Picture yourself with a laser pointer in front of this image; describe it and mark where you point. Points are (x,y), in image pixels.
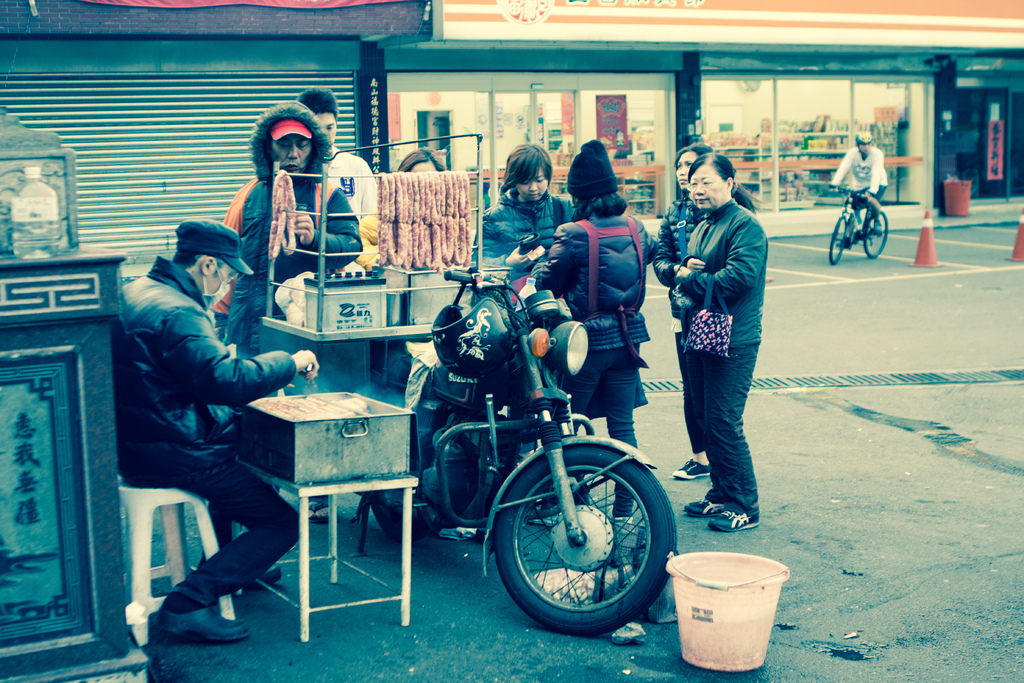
This picture shows a man (209,389) seated and selling some food (289,184) and we see few people (642,339) standing and we see a motorcycle (456,403) and a man (877,166) riding a bicycle (833,243).
